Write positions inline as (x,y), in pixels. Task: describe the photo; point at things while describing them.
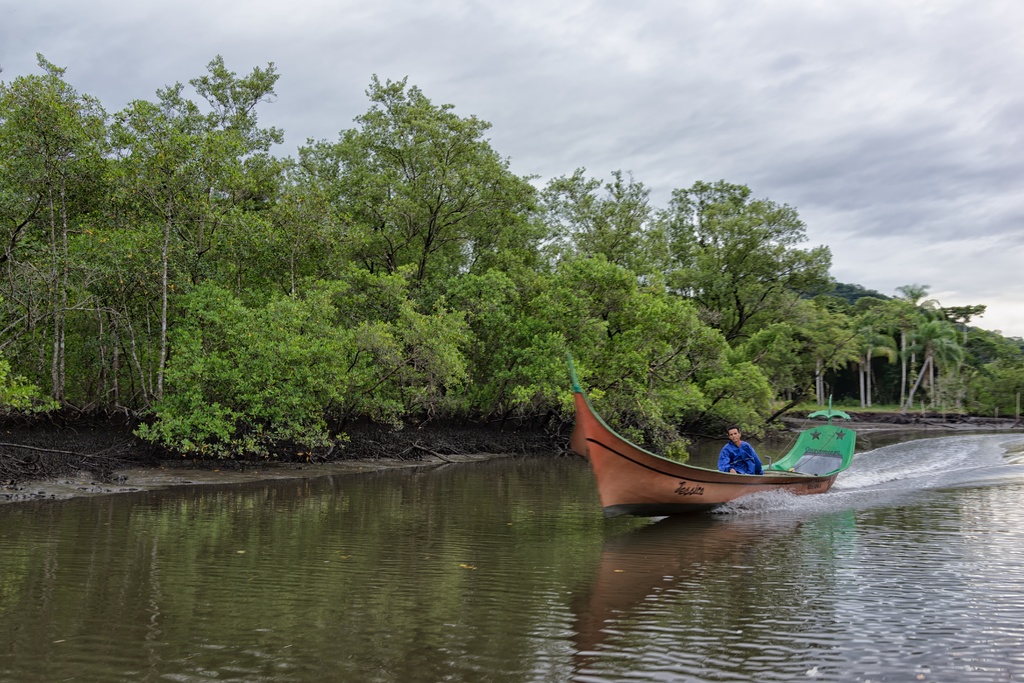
In this image I can see on the right side (722,483) there is a man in the boat (736,488). At the bottom (466,583) there is water (429,585), in the middle (537,259) there are trees (737,205), at the top (771,112) there is the cloudy sky (758,115).
